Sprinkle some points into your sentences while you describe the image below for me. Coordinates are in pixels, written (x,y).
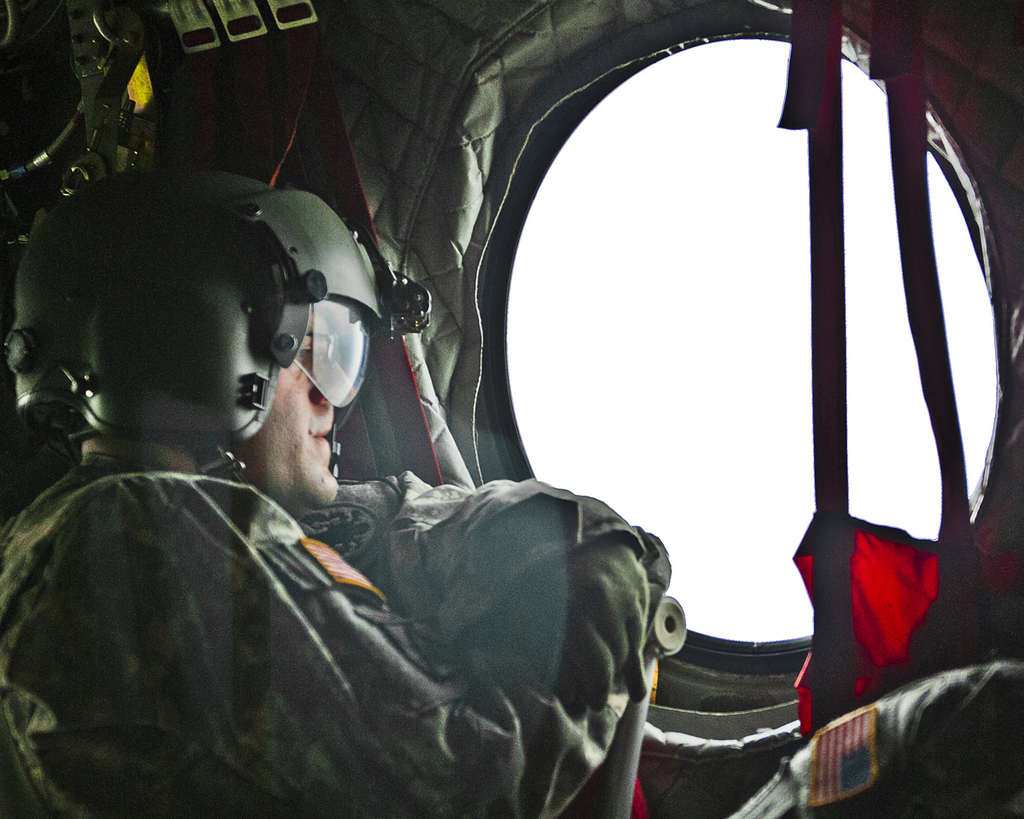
In this image we can see a person (490,499) in an aircraft (667,14) and he is wearing a helmet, there are some straps (837,267) and a window (799,251), also we can see the sky (804,145).
